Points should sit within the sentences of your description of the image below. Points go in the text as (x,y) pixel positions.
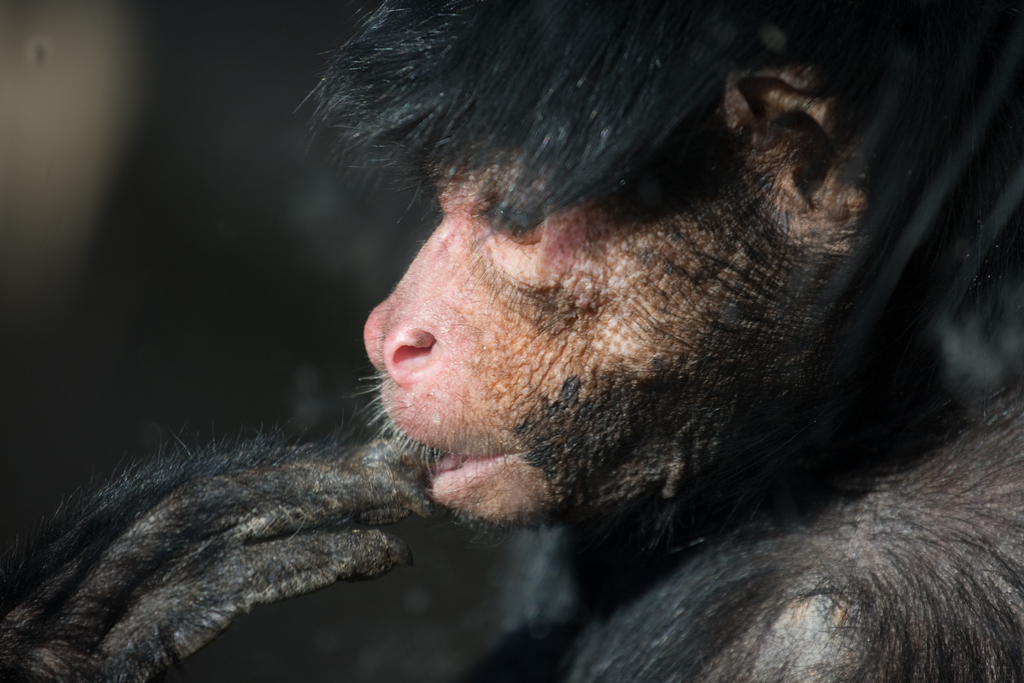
In this image we can see an animal (424,242) and the background (346,239) is dark.
